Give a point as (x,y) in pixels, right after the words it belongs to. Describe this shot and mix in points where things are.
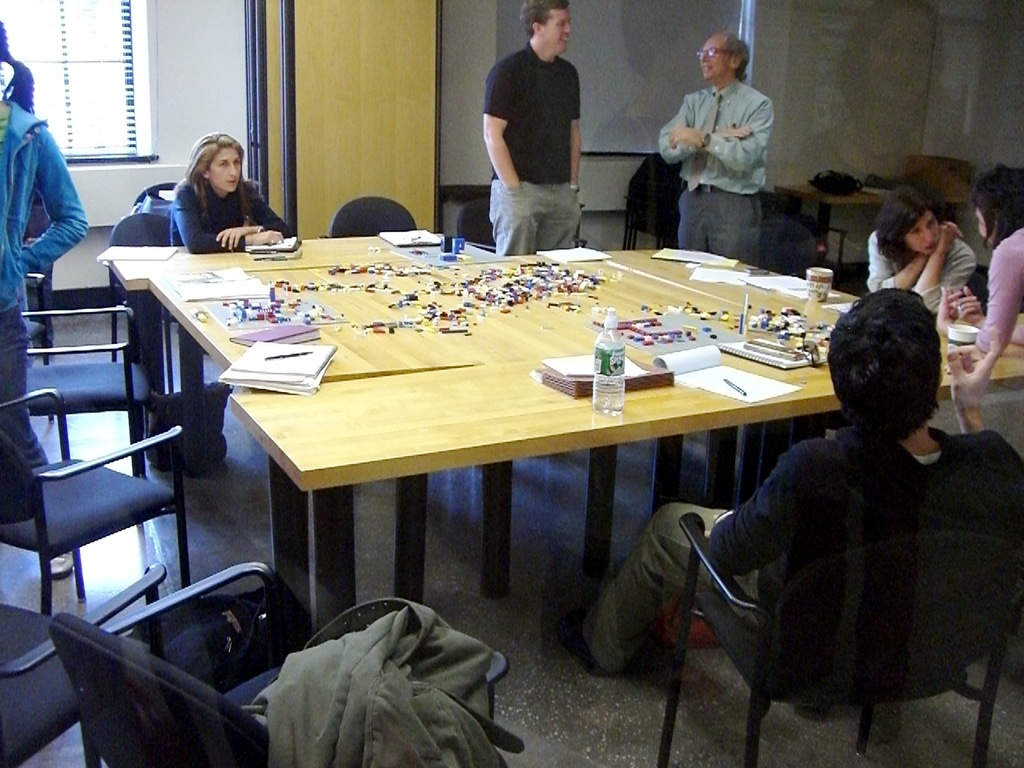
There is a room (345,105). There is a group of people (255,230). They are sitting on a chairs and Some persons (492,204) are standing. They are talking. There is a table (579,343). There is a glass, paper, pen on a table (653,289). We can see in background (290,84) window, curtain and wall (195,72).
